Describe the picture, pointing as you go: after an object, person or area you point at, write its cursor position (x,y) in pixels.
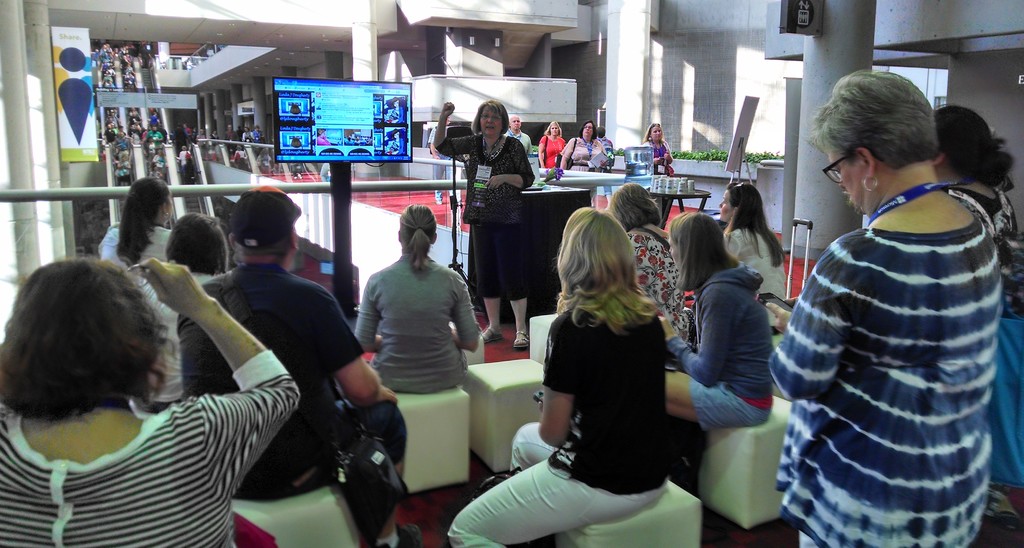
In the center of the image (510,279) there is a lady (489,219) standing, before her there are people (454,363) sitting and some of them are standing. In the background (193,174) there is a screen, escalator (168,151) and there are people (124,148). We can see boards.
